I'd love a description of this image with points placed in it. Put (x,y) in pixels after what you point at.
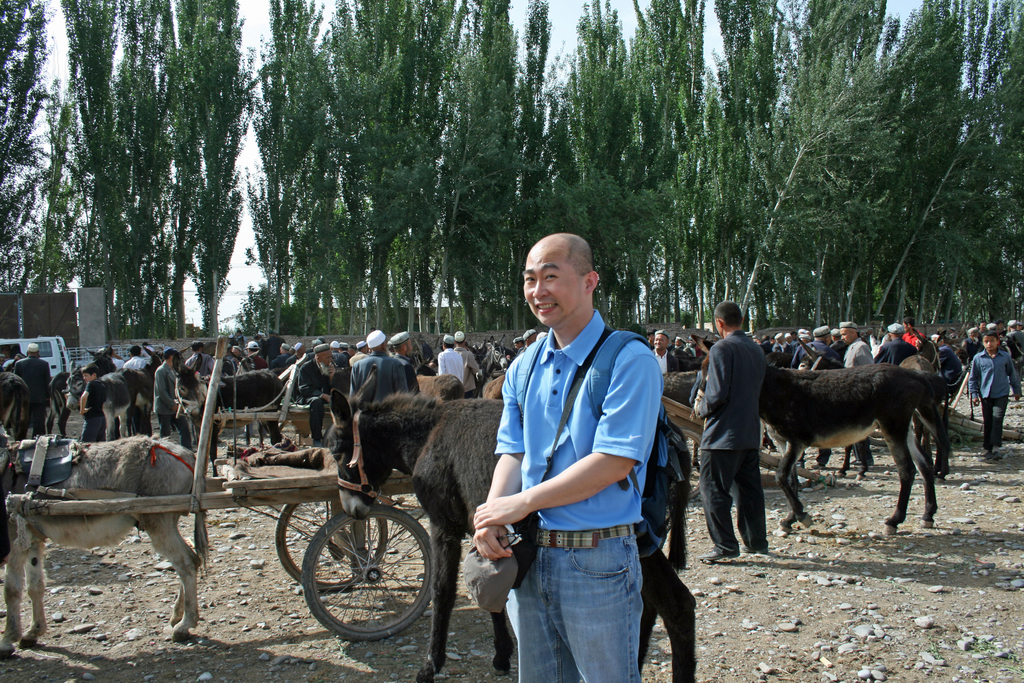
In this image there is a person (573,484) standing, in the background (216,482) there are donkey carts (121,500) and there are people (734,370), in the background (327,331) there is a wall (764,332) and trees (892,175).
